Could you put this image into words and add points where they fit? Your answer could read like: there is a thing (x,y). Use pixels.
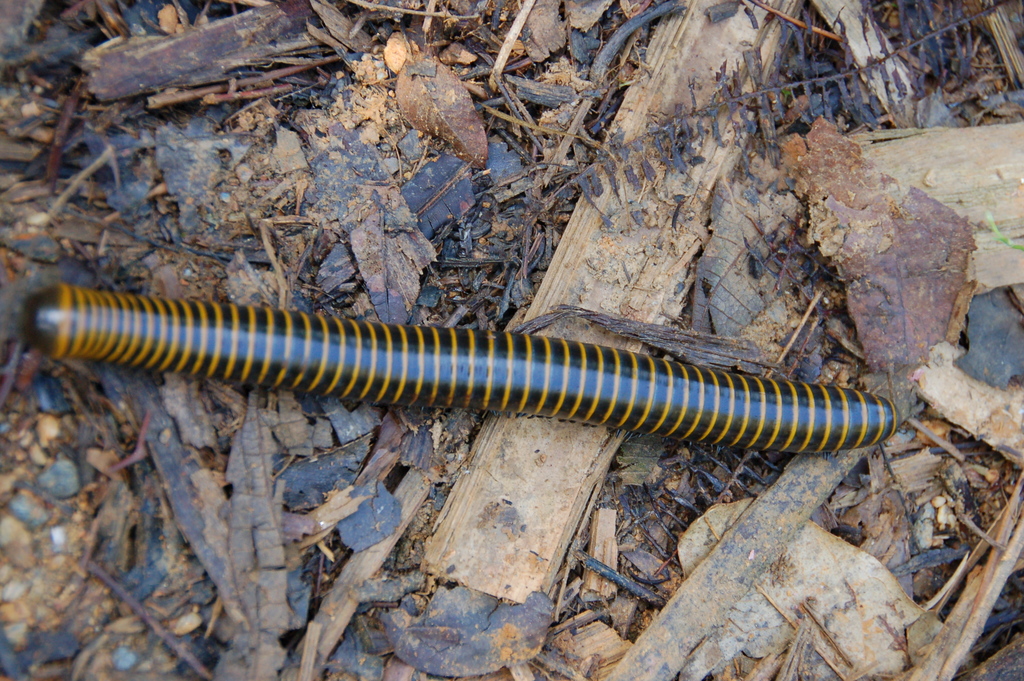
In the picture there is an insect (451,381) crawling on the dry leaves (423,19), it is of yellow and black color.
